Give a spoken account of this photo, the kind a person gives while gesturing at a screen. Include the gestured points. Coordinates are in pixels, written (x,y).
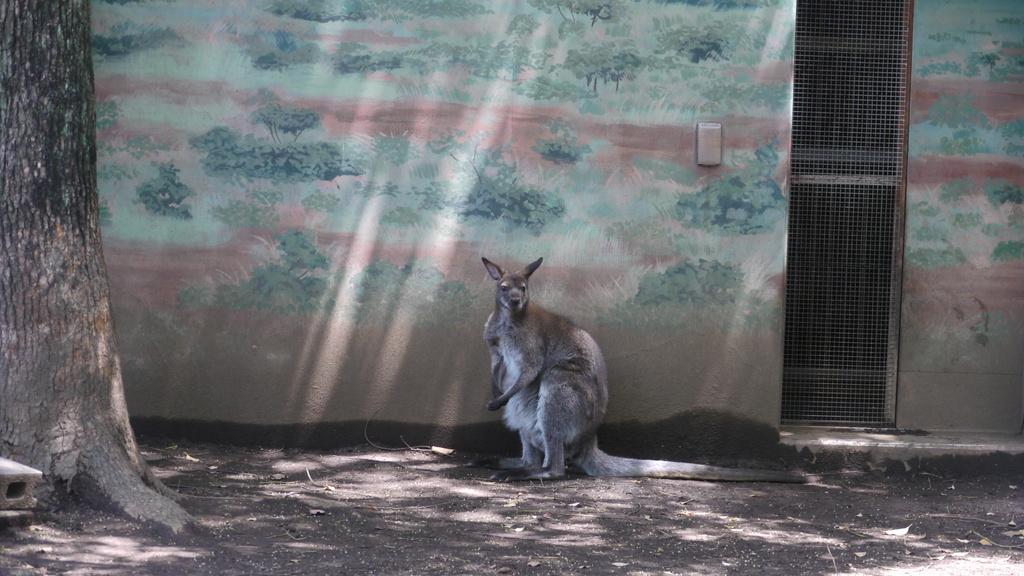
In the picture I can see a kangaroo (722,473). I can see the trunk (91,311) of a tree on the left side (63,362). I can see the metal grill fence (797,278) on the right side (888,237). I can see the painting (447,175) of trees (544,210) on the wall (497,257).
